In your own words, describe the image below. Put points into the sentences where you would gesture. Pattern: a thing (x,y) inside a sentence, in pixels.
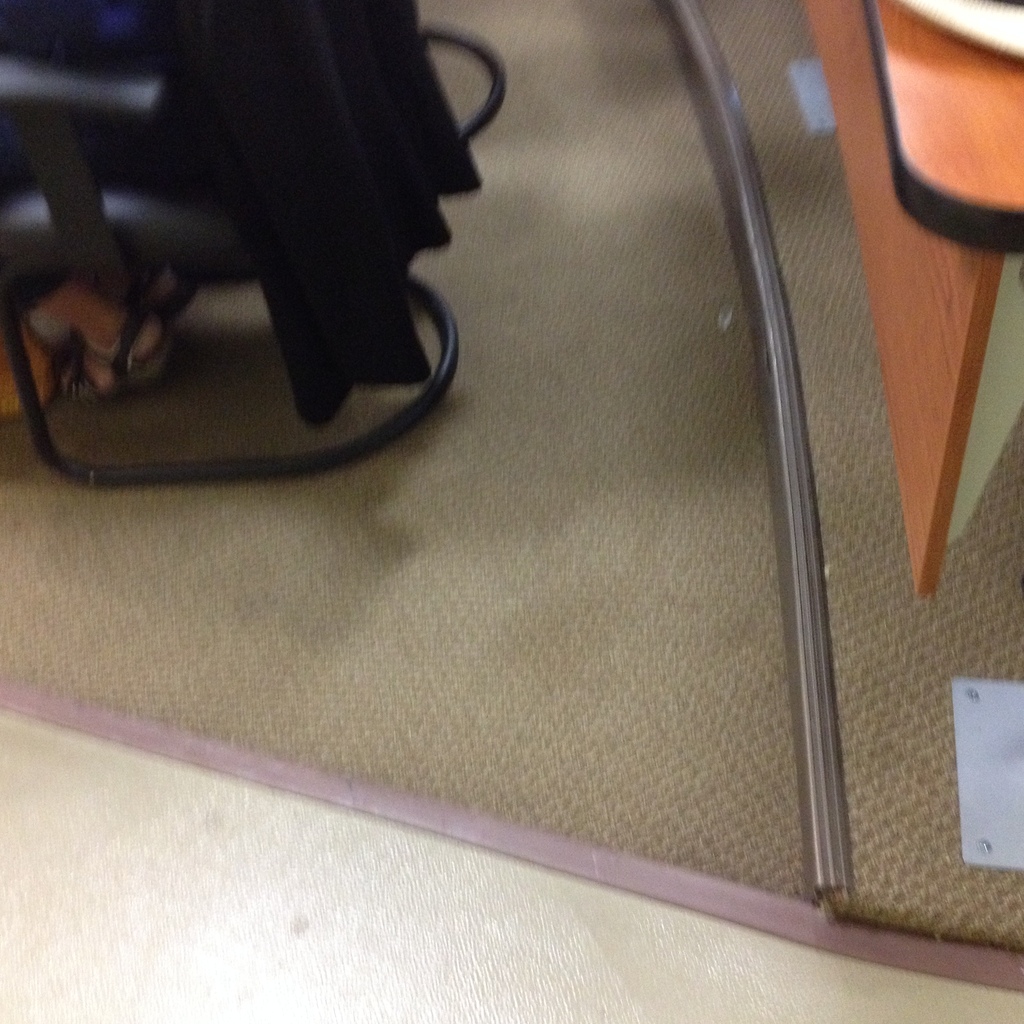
In this image on the right side (927,314) there is a table (893,300) and in the background (169,231) there is a chair (191,198) and there is a person (107,137) sitting on the chair (118,197) and there is an object (347,205) which is black in colour.
